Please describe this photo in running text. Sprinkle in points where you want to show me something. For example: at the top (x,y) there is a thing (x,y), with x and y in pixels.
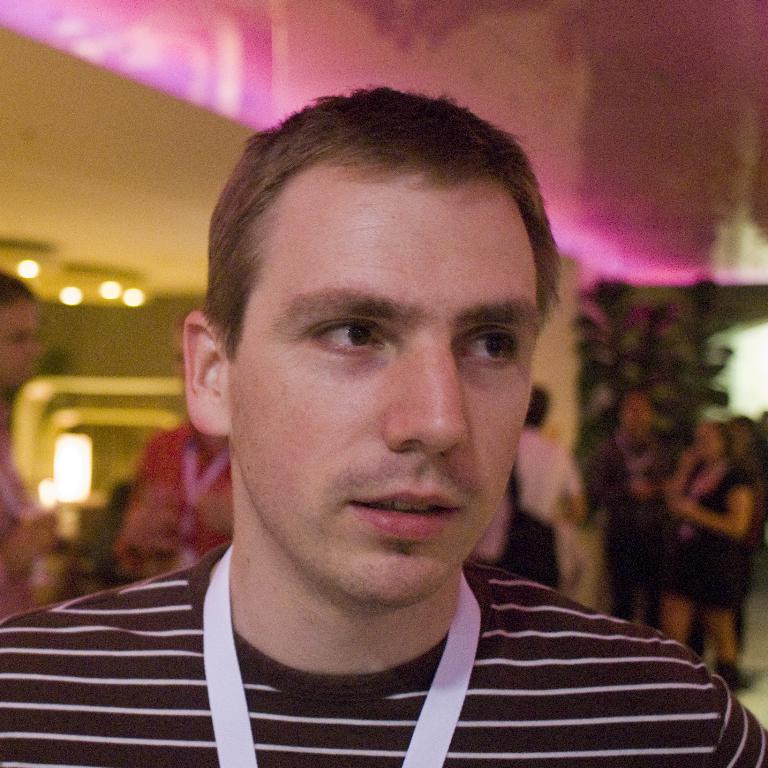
In this image, there are a few people (360,413). We can see the background (162,418) with some lights (24,279) and objects (587,306).
